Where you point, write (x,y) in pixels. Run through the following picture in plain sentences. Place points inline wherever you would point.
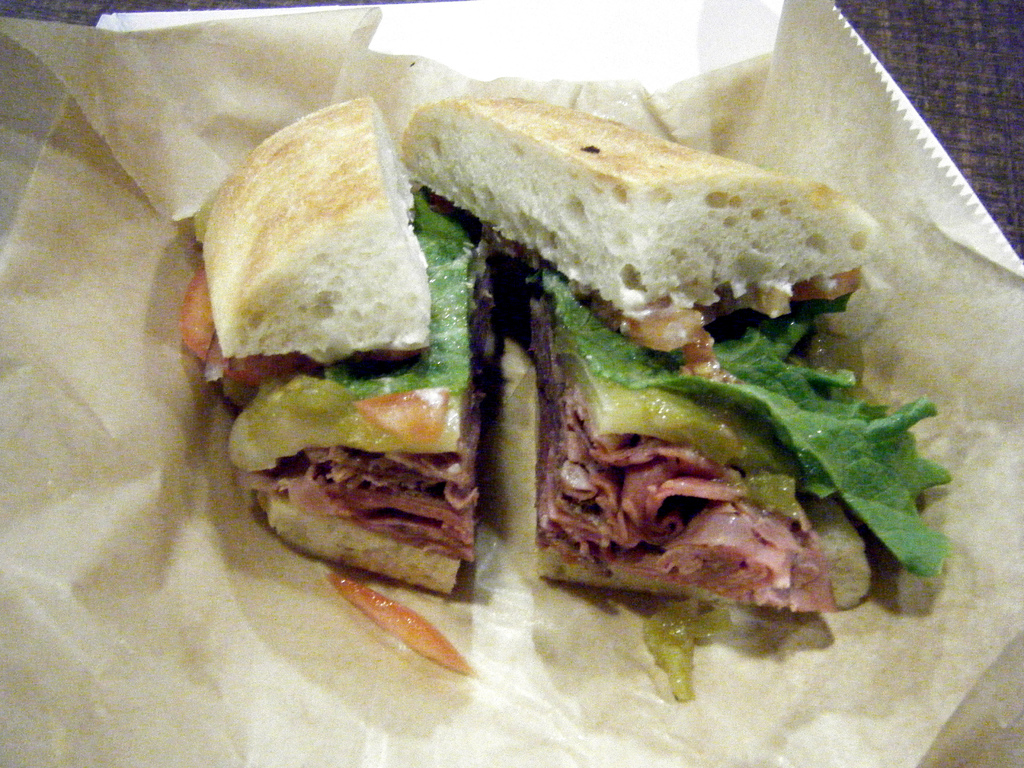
In this picture, we can see there are some food items (420,293) on the paper (235,589) and the paper (289,62) is on the plate (596,31).
